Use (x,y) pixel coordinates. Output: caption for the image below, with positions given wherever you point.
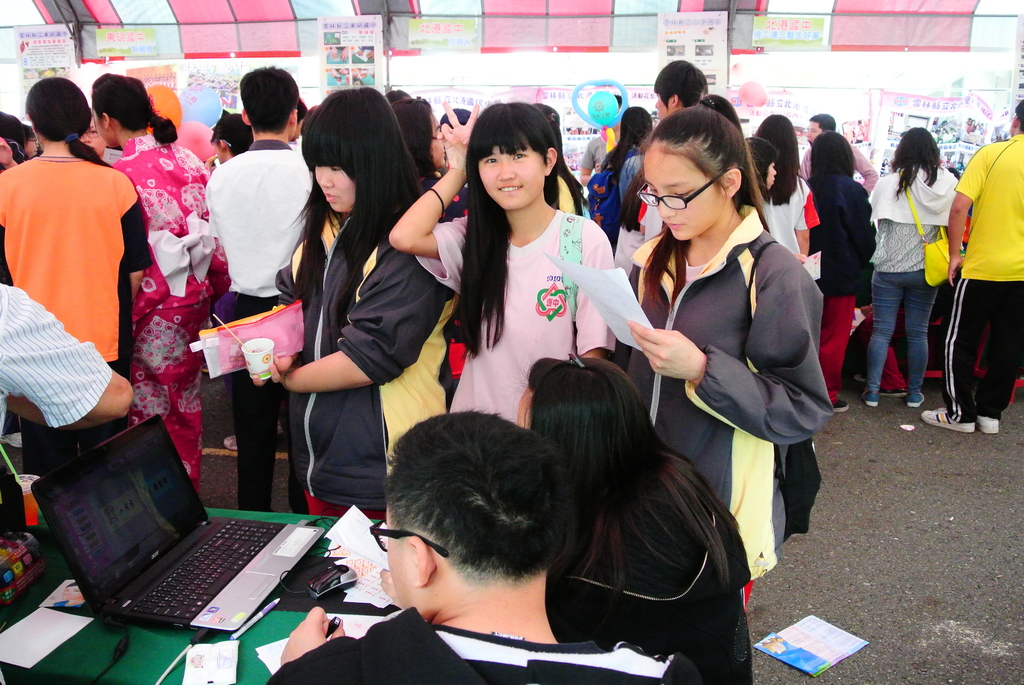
In this image I can see group of people (441,424). Also there is a table (93,627) and on table (283,617) there is a laptop (120,602), also there are pens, papers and some other objects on it.
